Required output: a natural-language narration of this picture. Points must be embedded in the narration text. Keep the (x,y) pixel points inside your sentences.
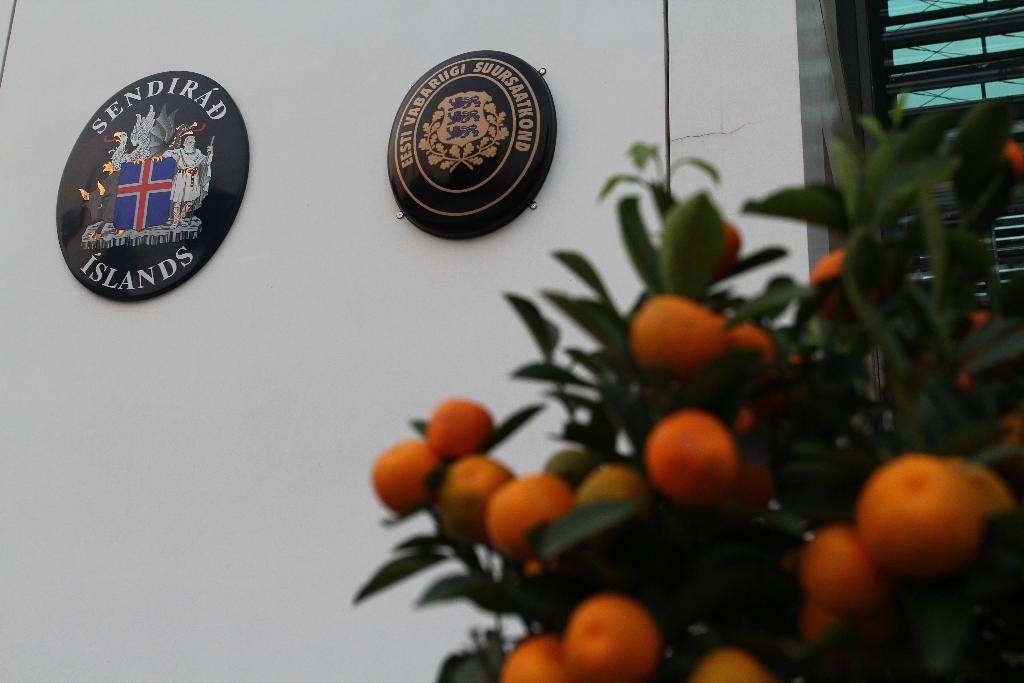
On the right side of this image (807,474) I can see the oranges (689,461) on a tree (749,500). In the background (455,140) there are two circular metal objects (169,155) are attached to the wall (386,155). On these I can see some text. In the top right (929,40) there is an object (879,61) which seems to be a window (878,75).
